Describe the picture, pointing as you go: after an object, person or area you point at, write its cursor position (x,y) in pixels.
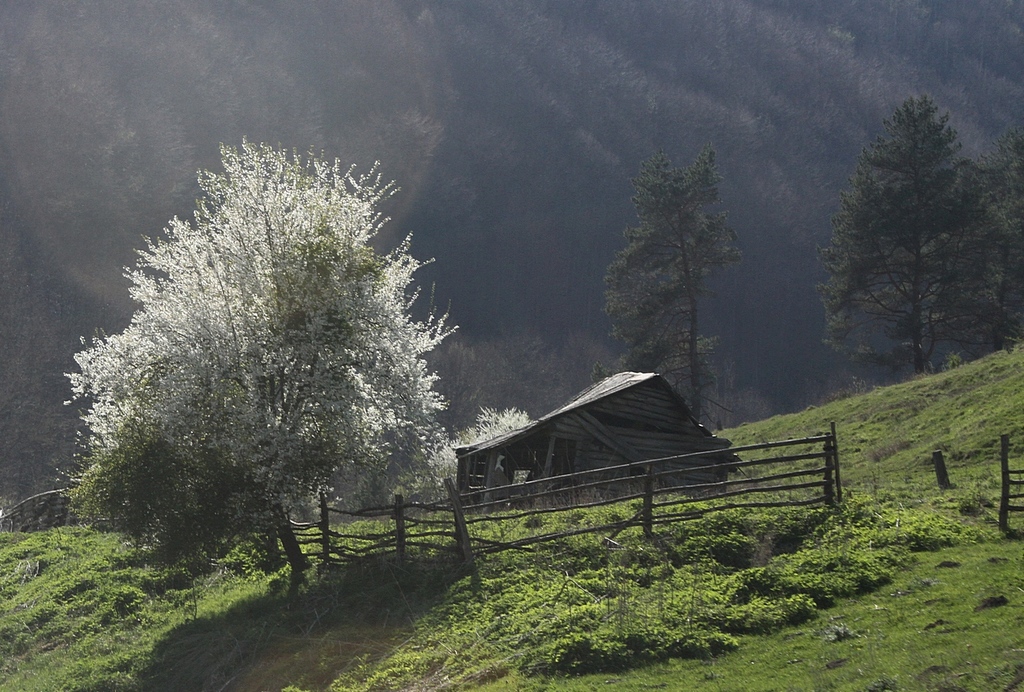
There are trees (699,263). Near to the tree (297,553) there is a wooden fencing (463,521). Also there is a shed (516,450). On the ground (494,613) there are plants (799,461). In the background (625,165) it is blurred.
